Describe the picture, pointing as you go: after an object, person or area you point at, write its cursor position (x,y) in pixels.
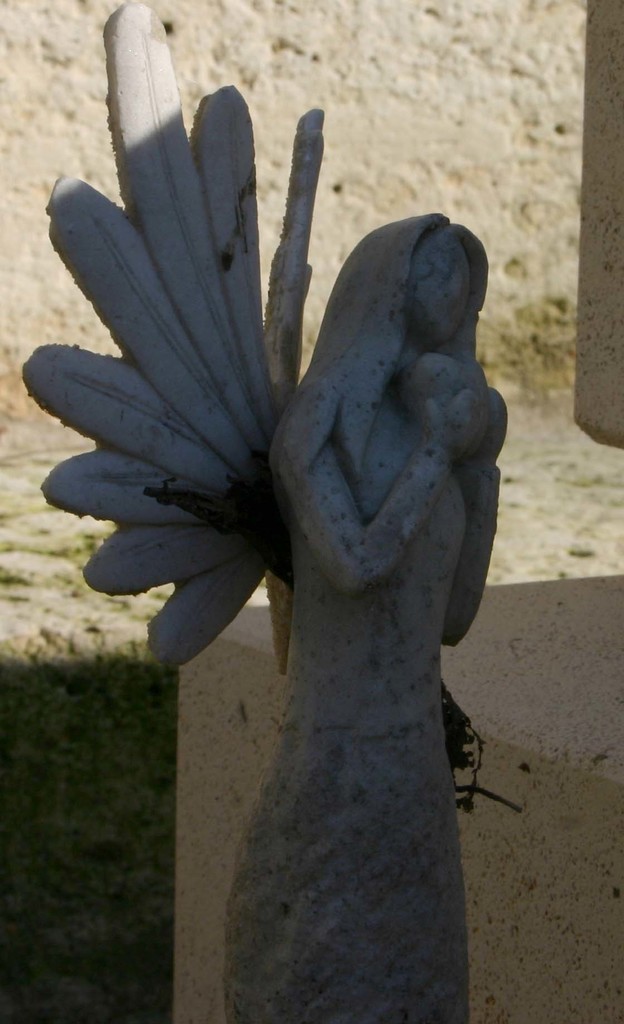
In this picture we can see sculpture (239,889). In the background of the image (67,850) we can see grass (123,626) and wall (515,347).
